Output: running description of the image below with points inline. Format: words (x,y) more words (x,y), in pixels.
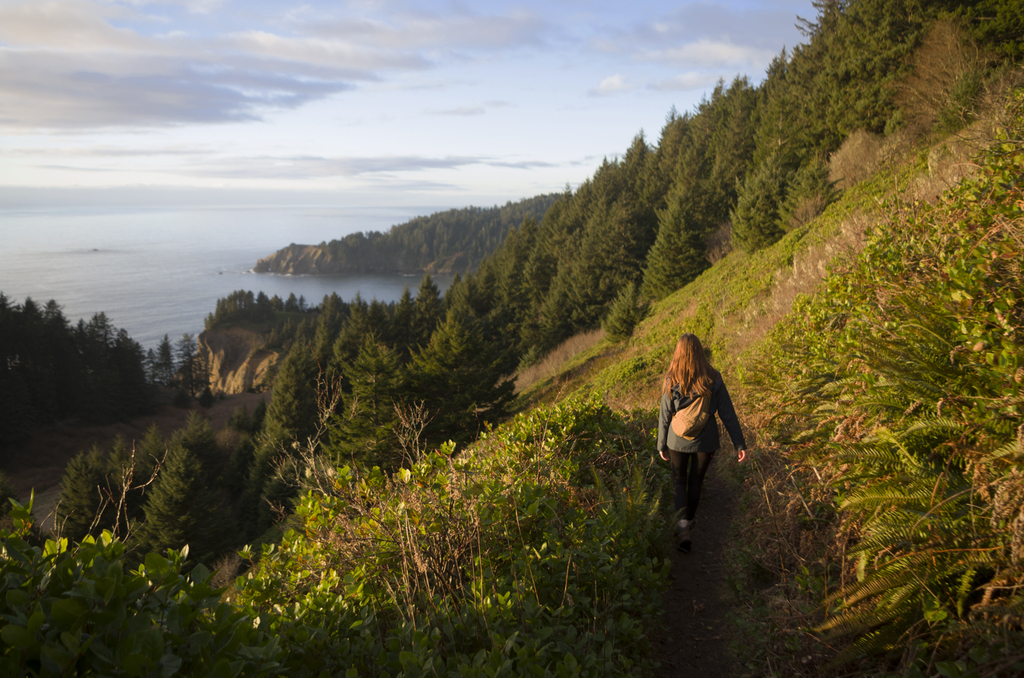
In the picture I can see a woman (708,437) is walking on the ground (708,473). In the background (452,357) I can see trees (452,357), plants (320,391), the grass (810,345), the water (145,269) and the sky (187,199).
